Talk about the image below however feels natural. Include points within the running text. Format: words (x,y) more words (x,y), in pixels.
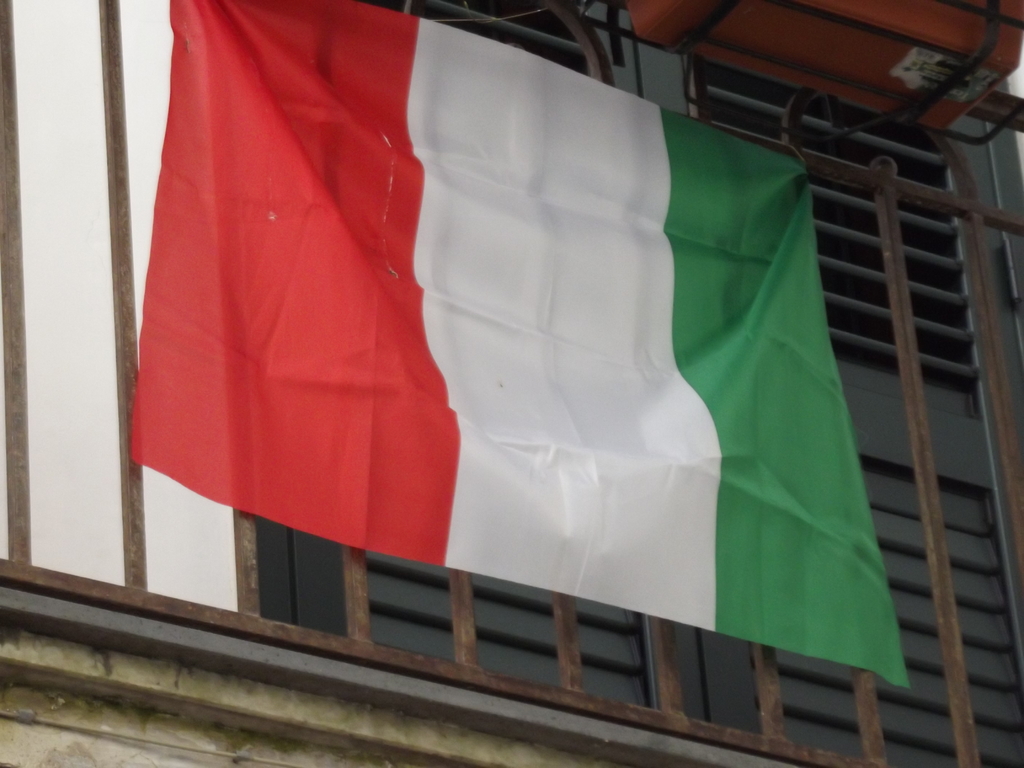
In this image we can see a flag (522,420) to the grills (18,368).
